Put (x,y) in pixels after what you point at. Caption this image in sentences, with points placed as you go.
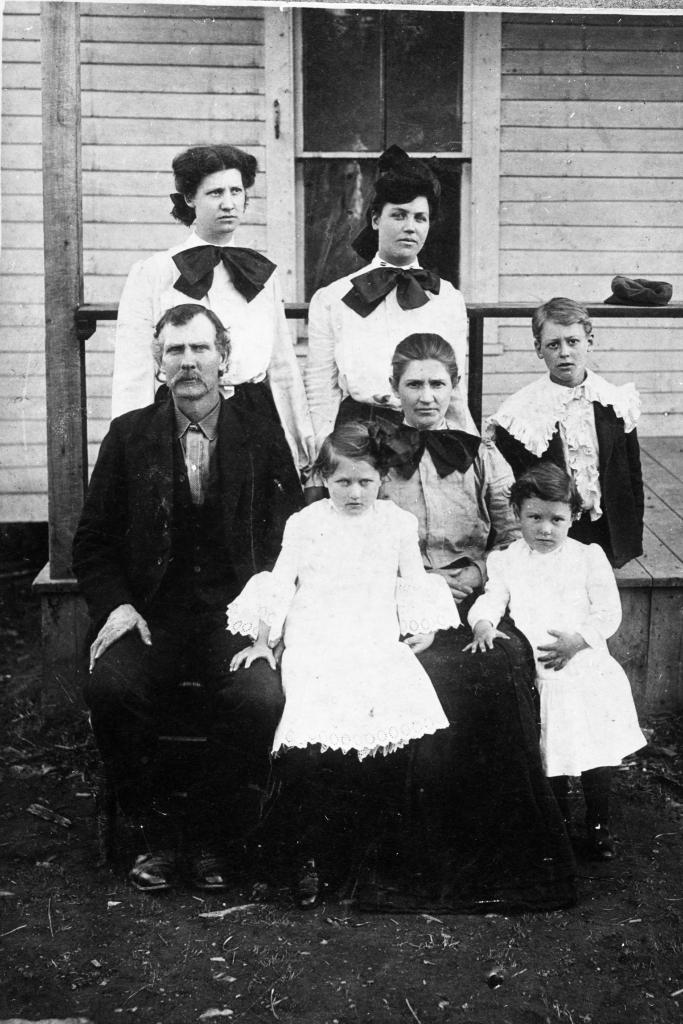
This is a black and white picture. In this image, we can see a group of people (397,761). In the background (91,126), we can see wall (119,117), glass window (360,111), pole (79,403), railing (88,306), walkway (668,471) and object (633,290). At the bottom of the image (300,963), we can see the ground (325,1000).
